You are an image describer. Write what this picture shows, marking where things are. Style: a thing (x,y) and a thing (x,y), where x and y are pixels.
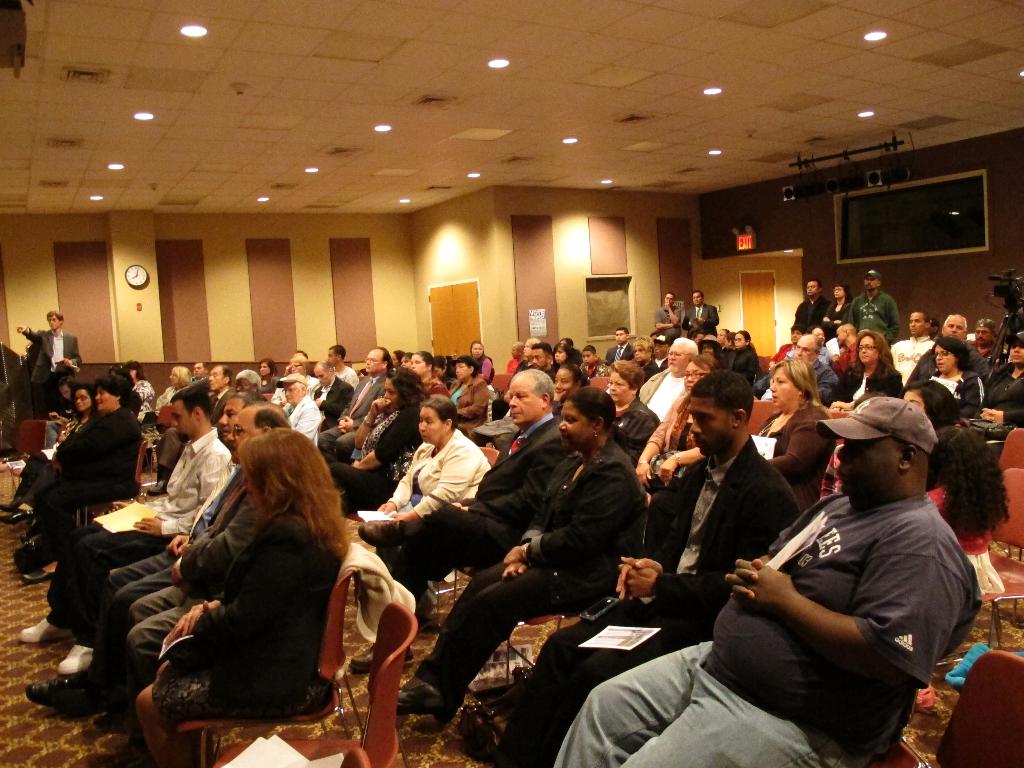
In this picture we can observe some people (364,465) sitting in the chairs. There are men (364,393) and women (525,537) in this picture. On the right side (999,292) we can observe a video camera (1001,277) fixed to the tripod (1005,305). In the background (147,282) we can observe a wall clock (135,275) on the wall (125,249). There are some lights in the ceiling (240,160).
